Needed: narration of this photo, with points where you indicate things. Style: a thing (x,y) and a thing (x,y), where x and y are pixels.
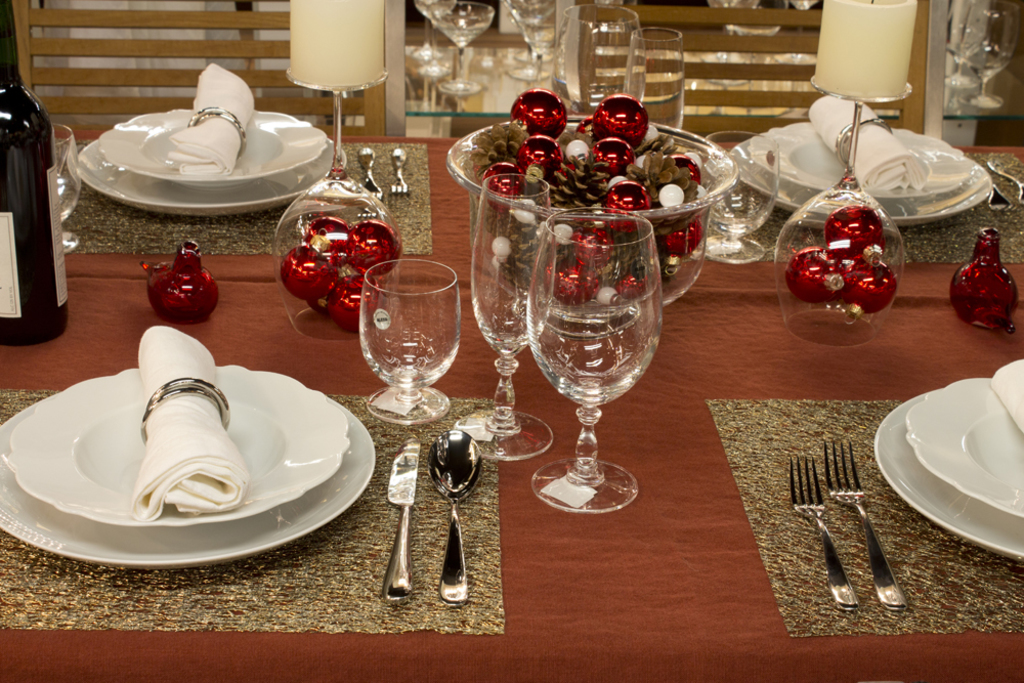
In this picture we can see a table (739,530). On the table (761,459) there are plates (154,542), glasses (584,370), bowl (710,193), and a bottle (22,155).
